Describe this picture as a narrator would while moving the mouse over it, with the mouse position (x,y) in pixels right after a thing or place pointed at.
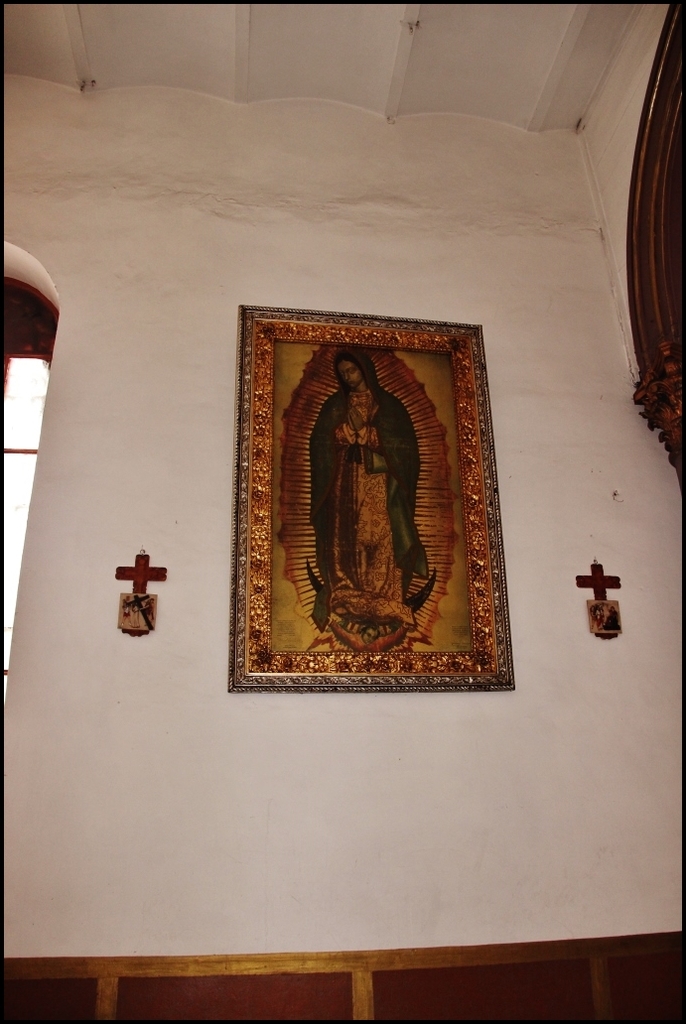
In this picture I can see the inside view of the church (565,444). In the center (368,428) I can see the frame (411,507) which is placed on the wall (523,594). Beside that I can see the cross mark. On the left (28,454) there is a window (32,414). On the right (682,448) I can see the wooden frame (676,197). At the top (312,62) I can see the roof (302,65).
